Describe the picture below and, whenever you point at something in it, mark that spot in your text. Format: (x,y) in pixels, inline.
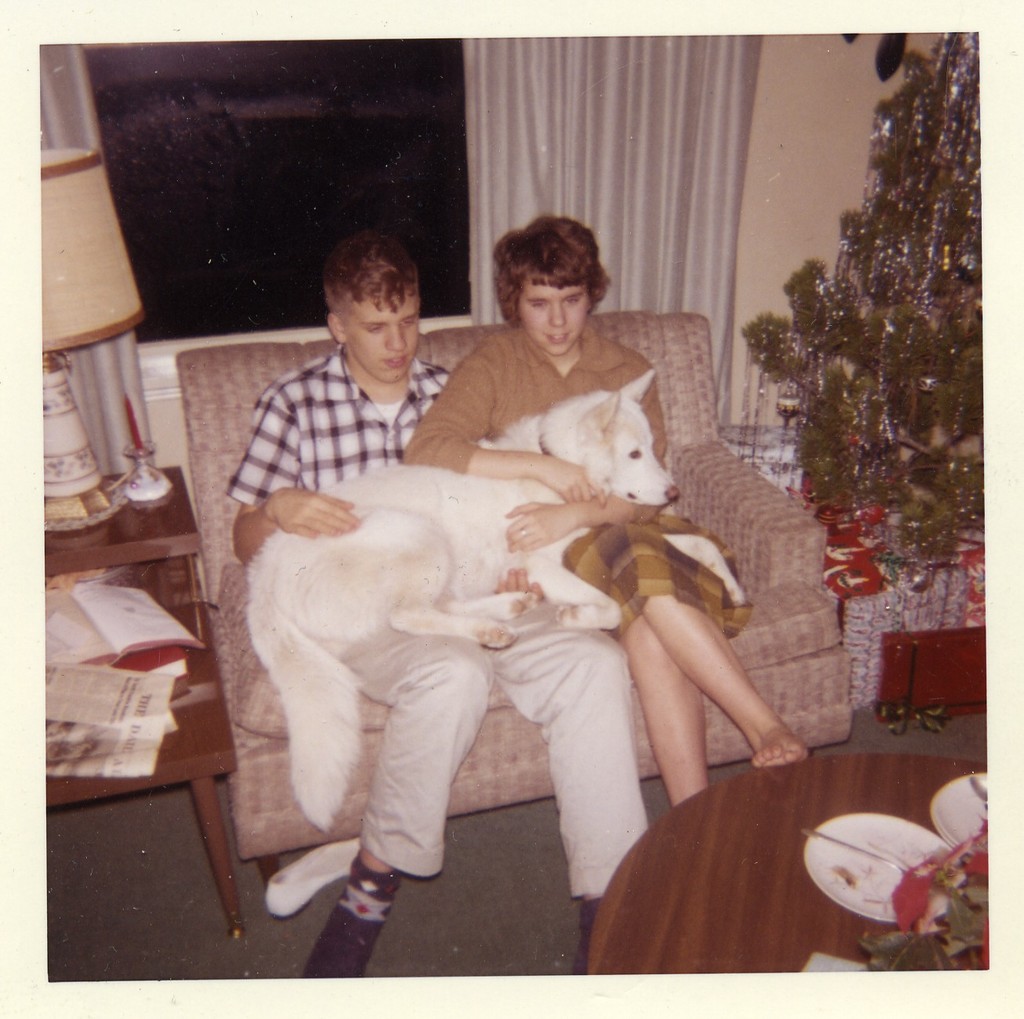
There are two persons (480,468) sitting in a sofa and holding a dog (505,510) on their laps (599,570) and there is a table (804,878) in front of them and there is a Christmas tree (900,337) in the right corner (891,328).
